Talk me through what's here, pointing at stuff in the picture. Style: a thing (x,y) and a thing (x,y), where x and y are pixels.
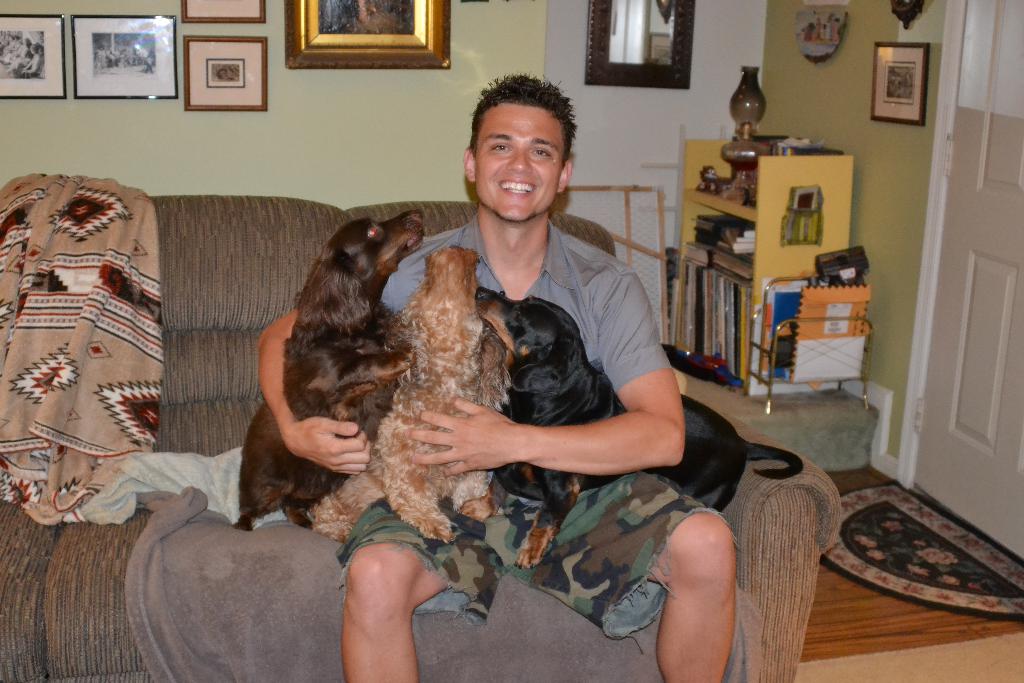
In this picture we can see a man (560,446) sitting on a sofa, there are three dogs (573,372) here, we can see a wall (418,100) in the background (408,127), there are some photo frames (390,45) on the wall (219,35), on the right side (692,259) there is a rack (720,272), there are some books (721,309) on the rack (704,299), there is a door (976,320) here, on the left side (92,400) there is a cloth (108,366).
